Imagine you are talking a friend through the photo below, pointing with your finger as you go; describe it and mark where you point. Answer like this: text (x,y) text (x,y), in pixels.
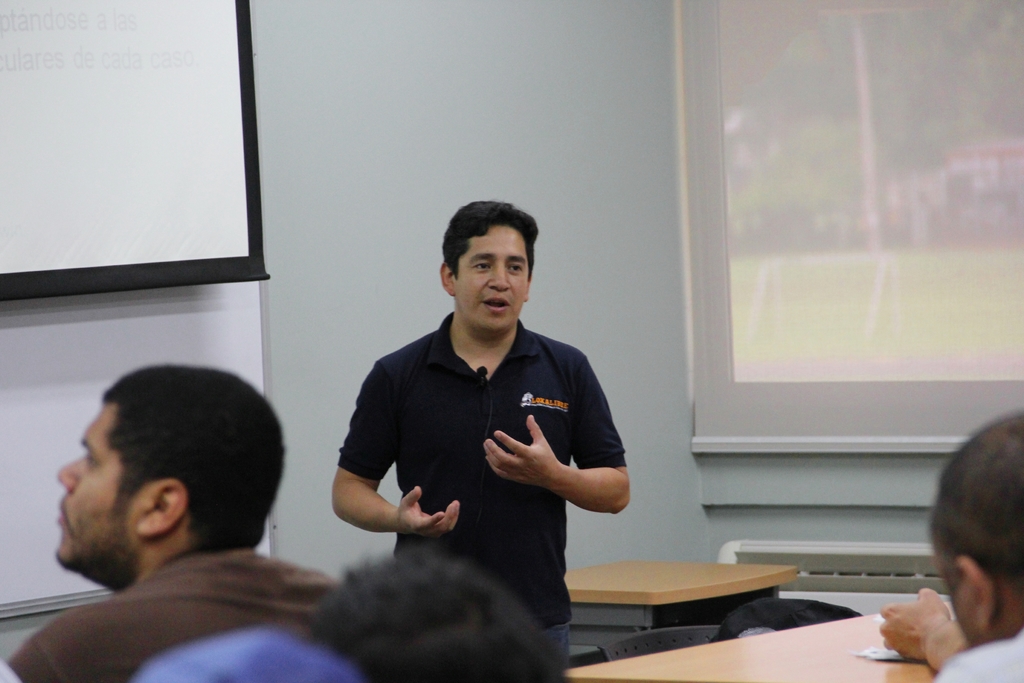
In this picture there is a man (601,457) standing and talking and other people (219,626) sitting in front of him and tables (763,642) arranged and there is a screen (144,144) behind him and there is a window (827,220) in the background (845,218).
